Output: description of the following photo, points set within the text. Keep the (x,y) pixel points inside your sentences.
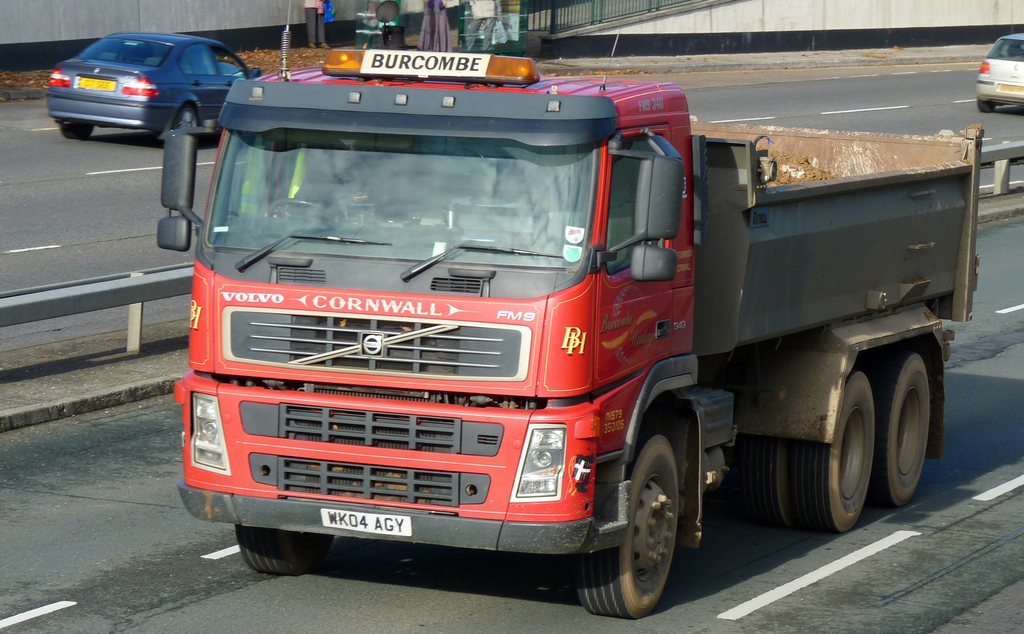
In this picture there is a man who is riding a truck (840,377). On the other lane (72,218) we can see two cars (179,82). At the top (311,37) there is a man (313,19) who is standing near to the wall (605,43), fencing (565,7), gate (480,38) and pole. On the left side (18,310) there is a road fencing (173,293).
